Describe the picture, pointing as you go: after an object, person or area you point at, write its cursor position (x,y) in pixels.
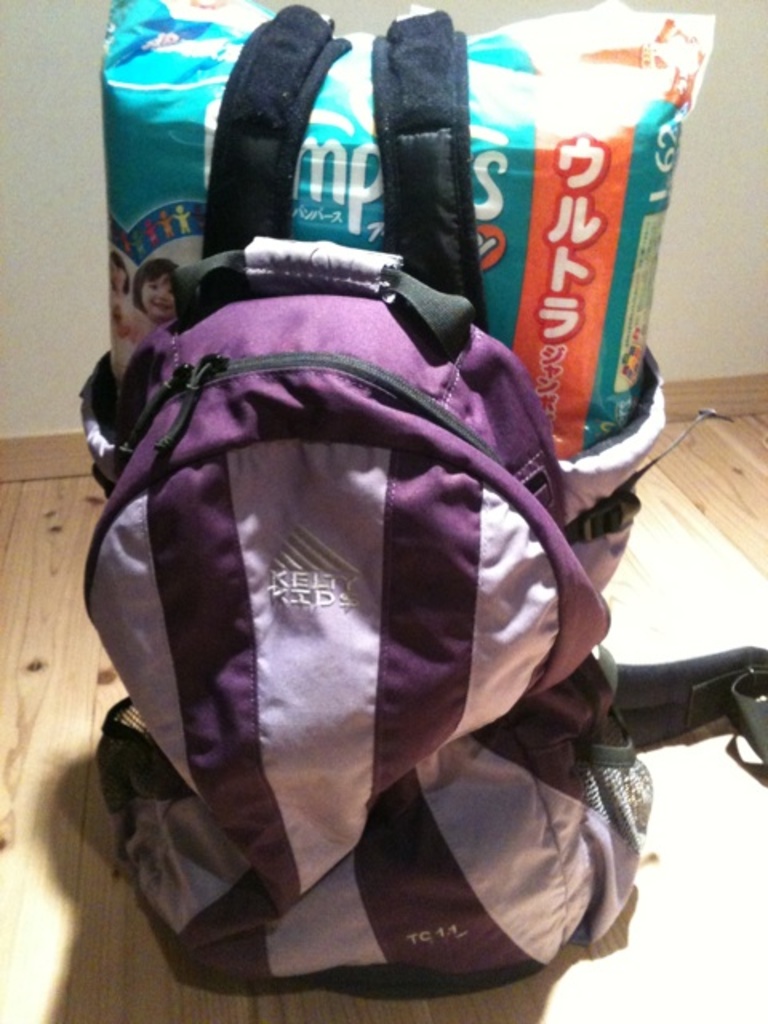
In this image i can see a purple bag (337,688) and pampers packet (529,328) on the floor (625,553). In the background (724,261) i can see the wall (725,267).
